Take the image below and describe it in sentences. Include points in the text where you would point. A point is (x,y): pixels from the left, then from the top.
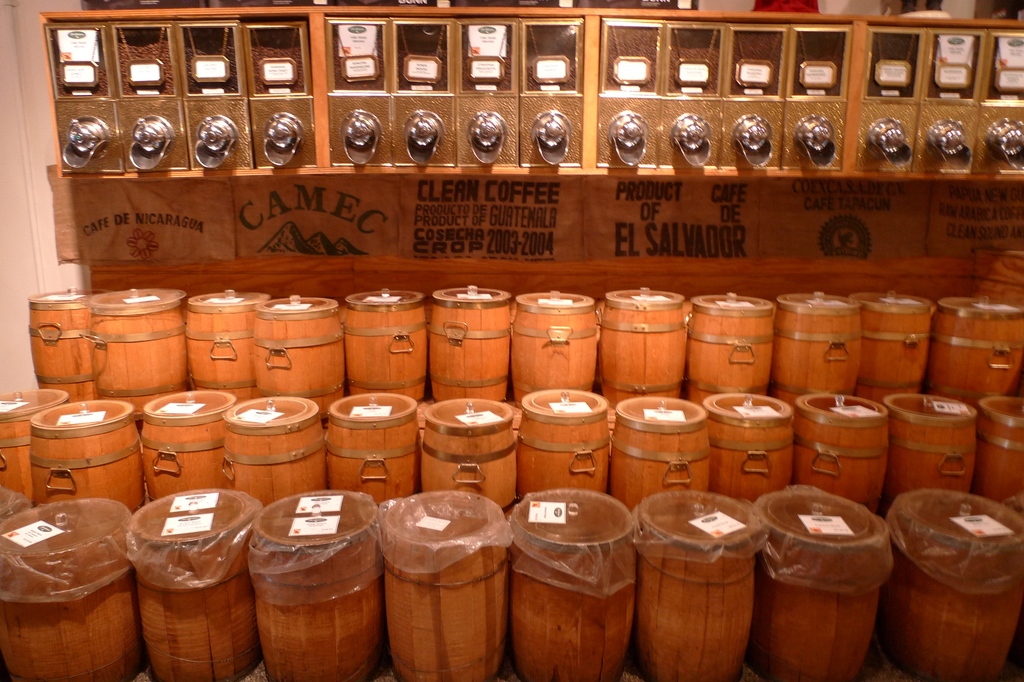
This image consists of so many drums (586,435) in the middle (493,419) and bottom. There are boxes (406,102) at the top (445,123).
